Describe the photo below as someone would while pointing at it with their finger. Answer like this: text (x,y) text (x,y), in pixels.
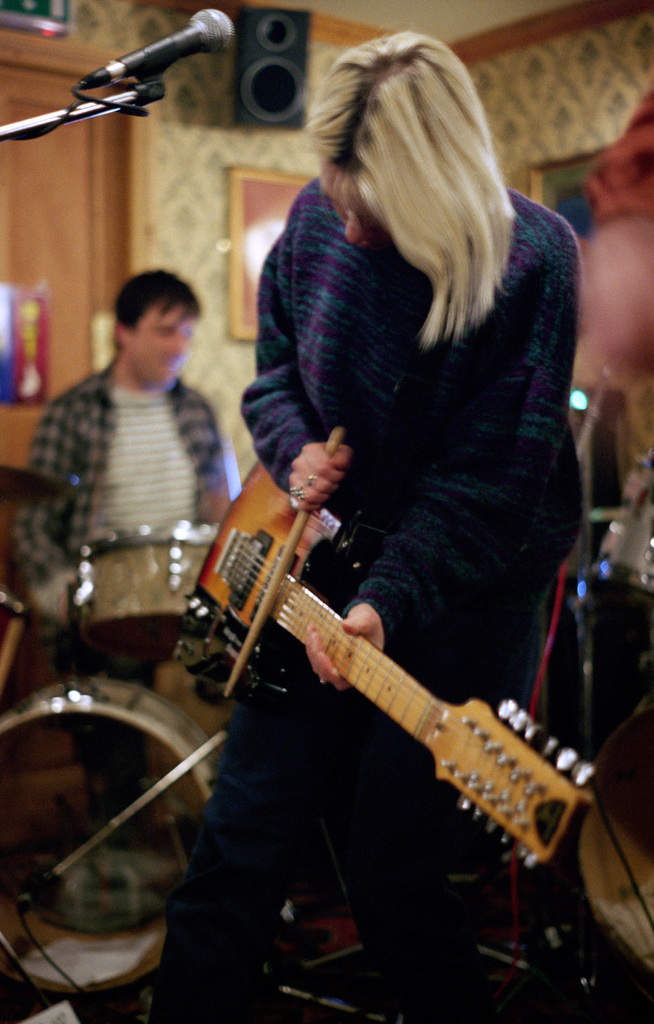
A lady (381,354) with jacket (346,339) is standing and playing guitar (258,554). In front of her there is a mic (110,65). To the left side (104,422) there is a man (133,445) playing drums (86,545). Behind him there is a door (58,279). On the top (302,19) there are speaker (304,71) and onto the wall (192,173) there is a frame (246,278).
